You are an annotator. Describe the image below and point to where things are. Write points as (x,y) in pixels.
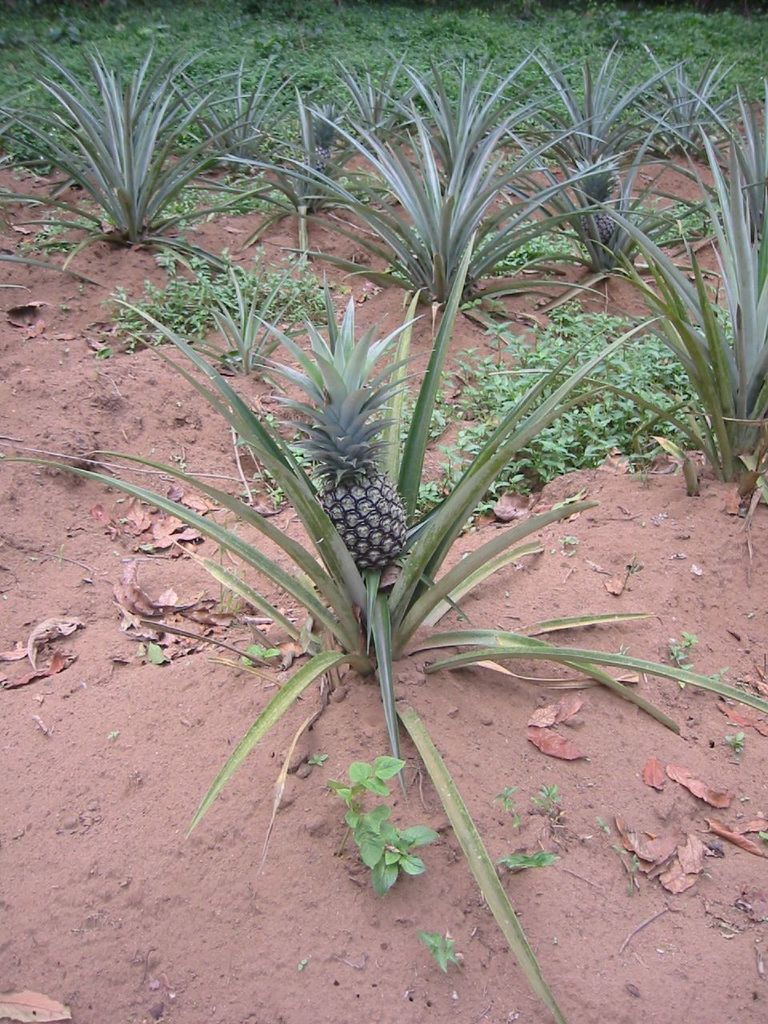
In this image there are plants (332,148) and dried leaves (169,606) on the ground (87,707). There are pineapples (347,519) to the plants (442,224).
